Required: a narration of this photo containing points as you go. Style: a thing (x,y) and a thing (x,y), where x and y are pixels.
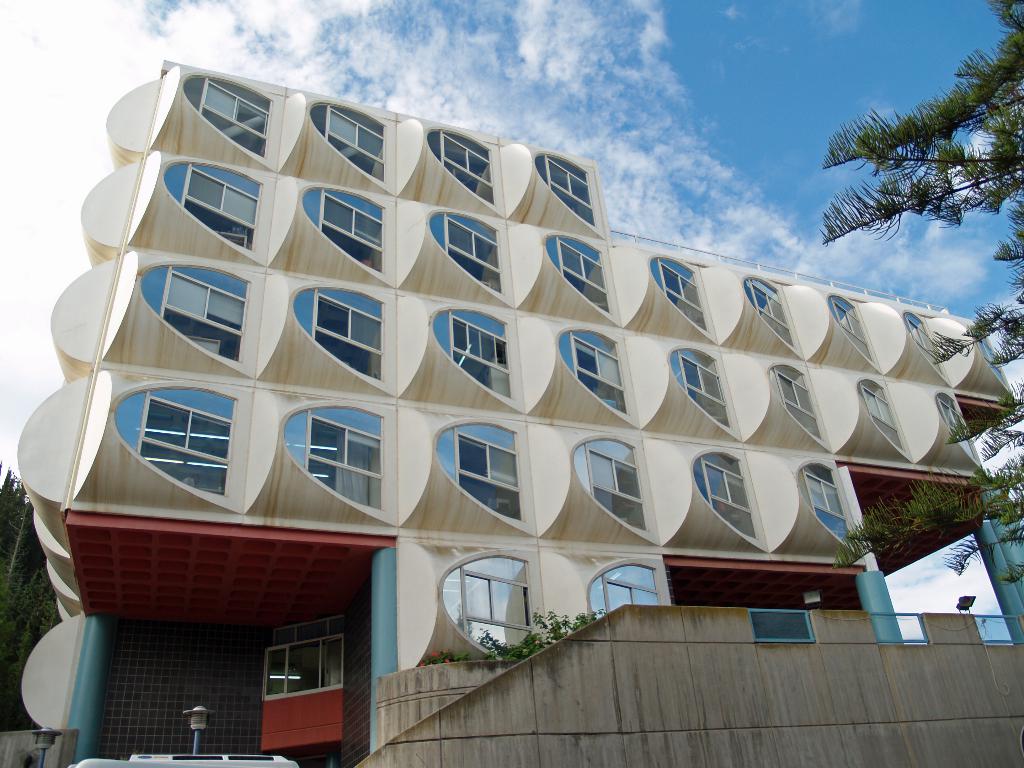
Sky (552,44) is cloudy. To this building (593,359) there are glass windows (364,331). Here we can see trees (21,538) and light poles (196,730).
